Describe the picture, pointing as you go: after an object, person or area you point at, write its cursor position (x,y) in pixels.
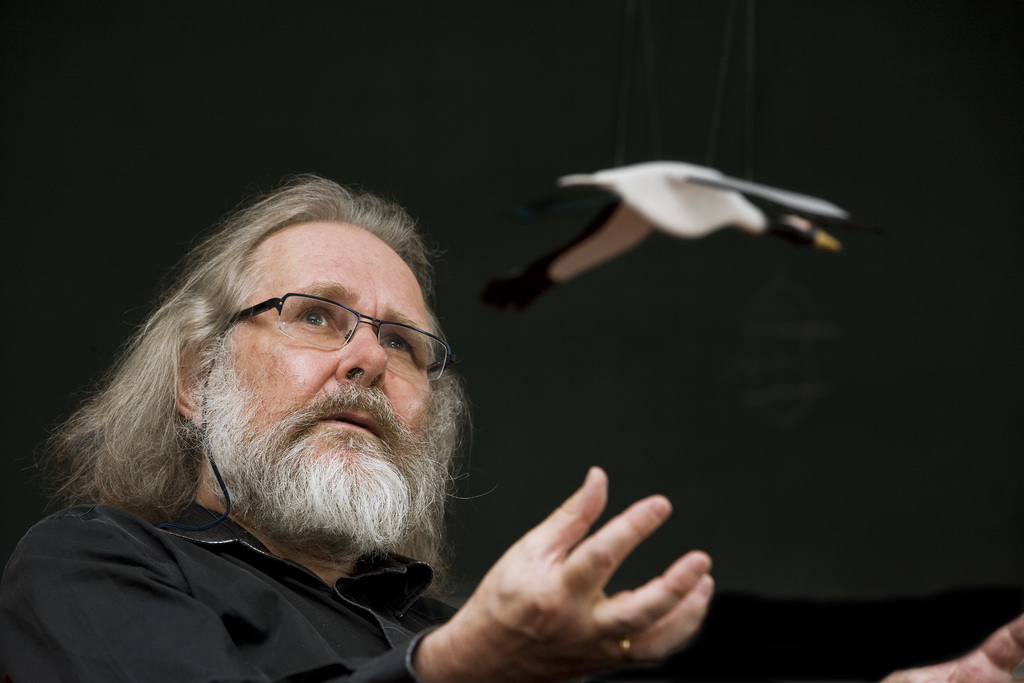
In this image I can see a person (240,502) wearing black colored shirt (223,575) and spectacles (237,316). I can see a toy bird (660,196) which is black and white in color in the air (595,151) and the black colored background (478,57).
